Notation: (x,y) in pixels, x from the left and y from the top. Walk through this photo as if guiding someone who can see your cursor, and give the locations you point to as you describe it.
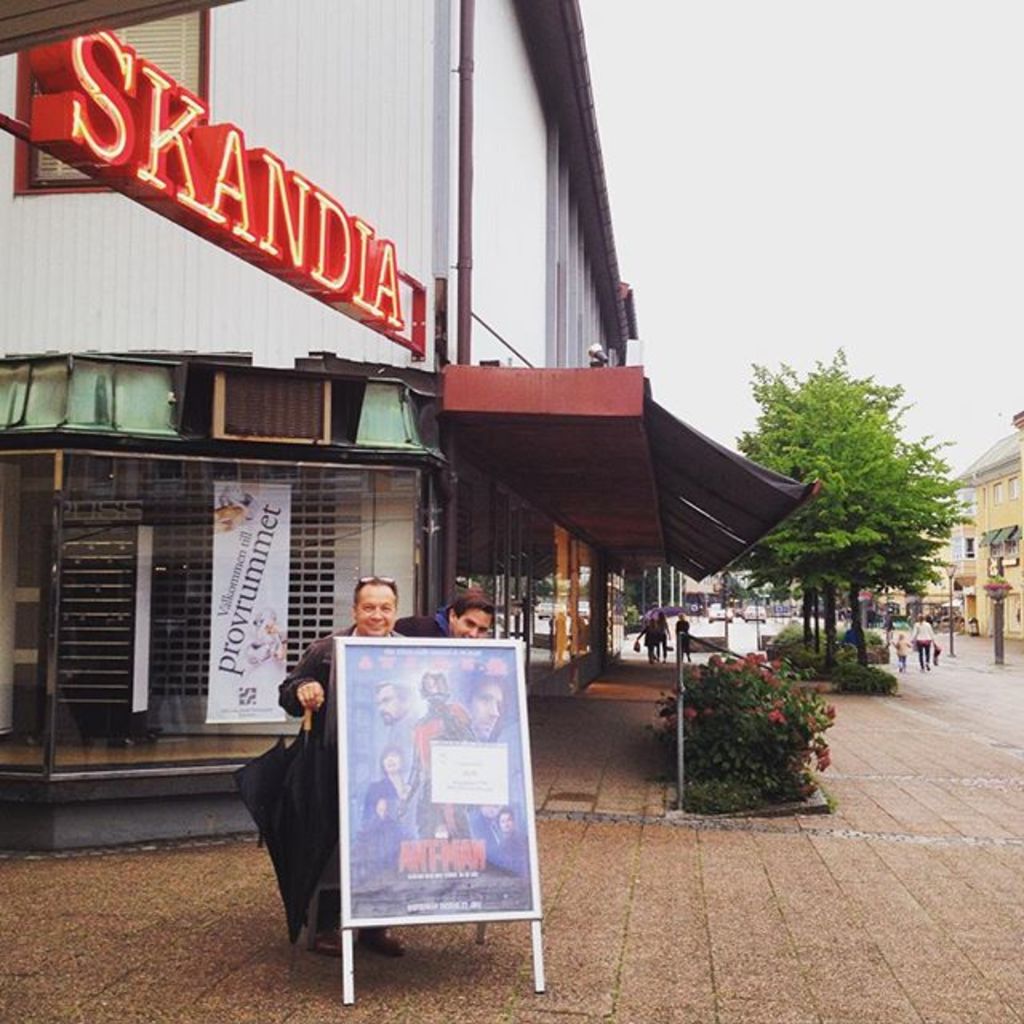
In this picture there is a board (473,820) on the road (449,971). Behind it there are two men (404,622), one of the man (380,618) is holding umbrella (332,763). Behind them there is a building (416,383) with some text (301,197) and a shed (716,577). Towards the right (806,555) there are trees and people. In the background (1015,507) there are buildings (988,570) and vehicles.
